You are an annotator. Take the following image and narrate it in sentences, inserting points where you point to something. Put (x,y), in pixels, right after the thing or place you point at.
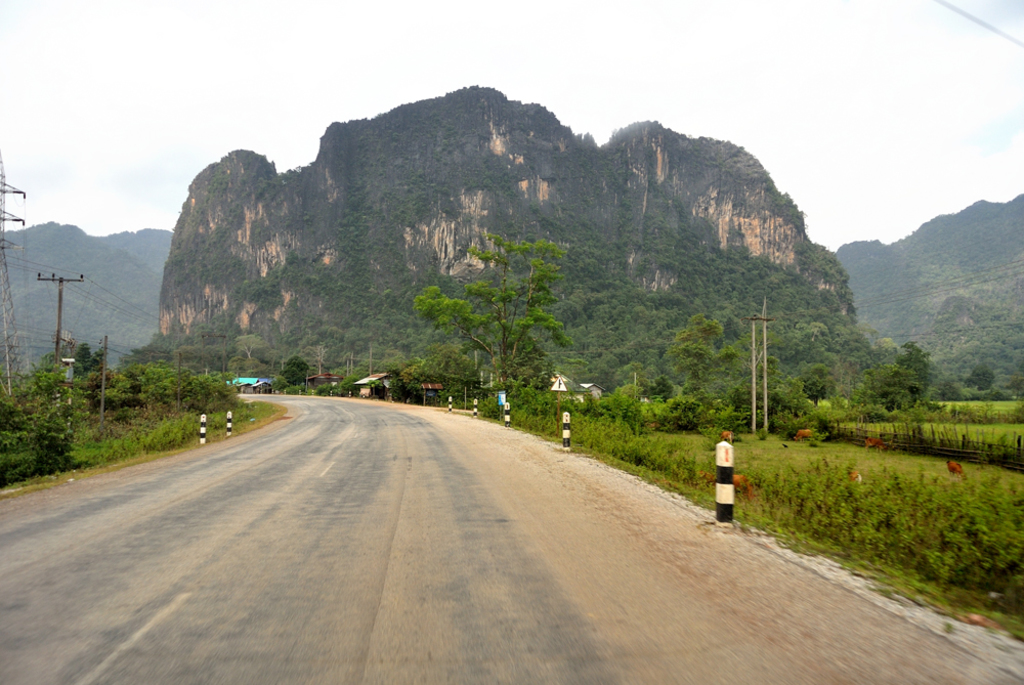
In this picture I can observe a road (418,509) in the middle of the picture (357,456). On either sides of the road (358,457) I can observe plants (549,383) and trees (655,405). In the background (433,189) there are hills (527,169) and sky (887,100).
